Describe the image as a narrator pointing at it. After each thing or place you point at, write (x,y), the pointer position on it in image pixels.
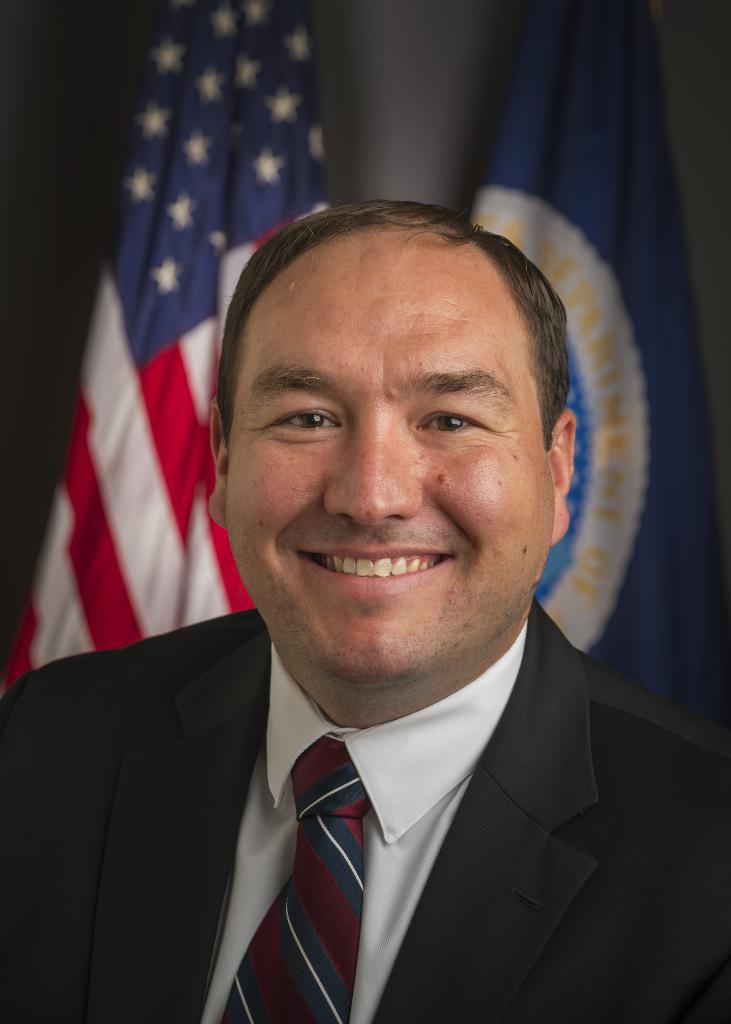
There is one person (371,788) wearing a black color blazer (165,760) and smiling in the middle of this image (257,639). There are two flags (531,206) in the background (250,198).
